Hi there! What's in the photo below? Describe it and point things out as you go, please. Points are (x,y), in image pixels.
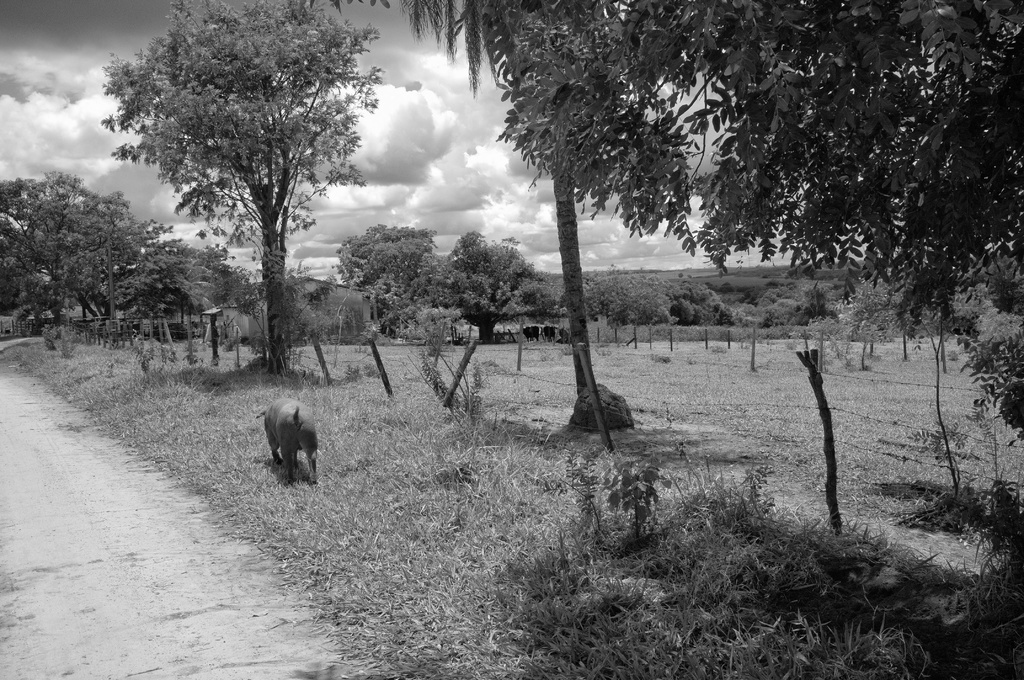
This is a black and white image, where we can see an animal (288,469) walking on the grass (252,467), beside it there are fences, trees (333,159), plants (1023,522), animals (551,330) and there are clouds (307,249) in the sky (335,250).
